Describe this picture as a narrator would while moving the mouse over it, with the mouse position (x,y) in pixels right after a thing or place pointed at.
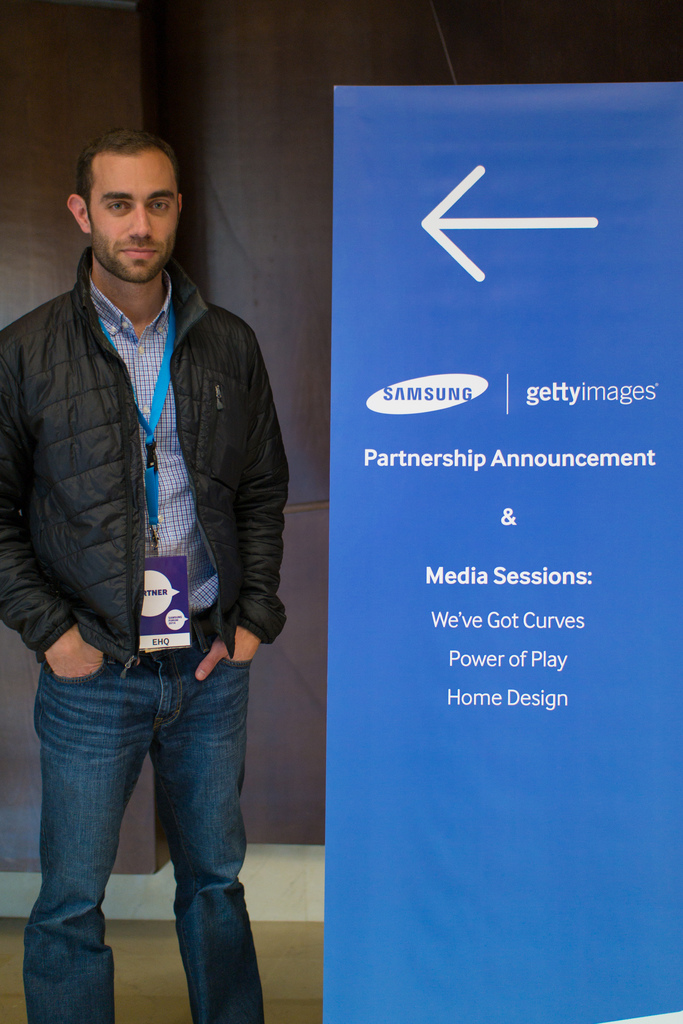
In this image we can see one man (70,614) with a smiling face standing and wearing an ID card (151,643). There is one blue board (503,686) with text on the floor (169,987), one big wall (43,92) in the background (4,103).
